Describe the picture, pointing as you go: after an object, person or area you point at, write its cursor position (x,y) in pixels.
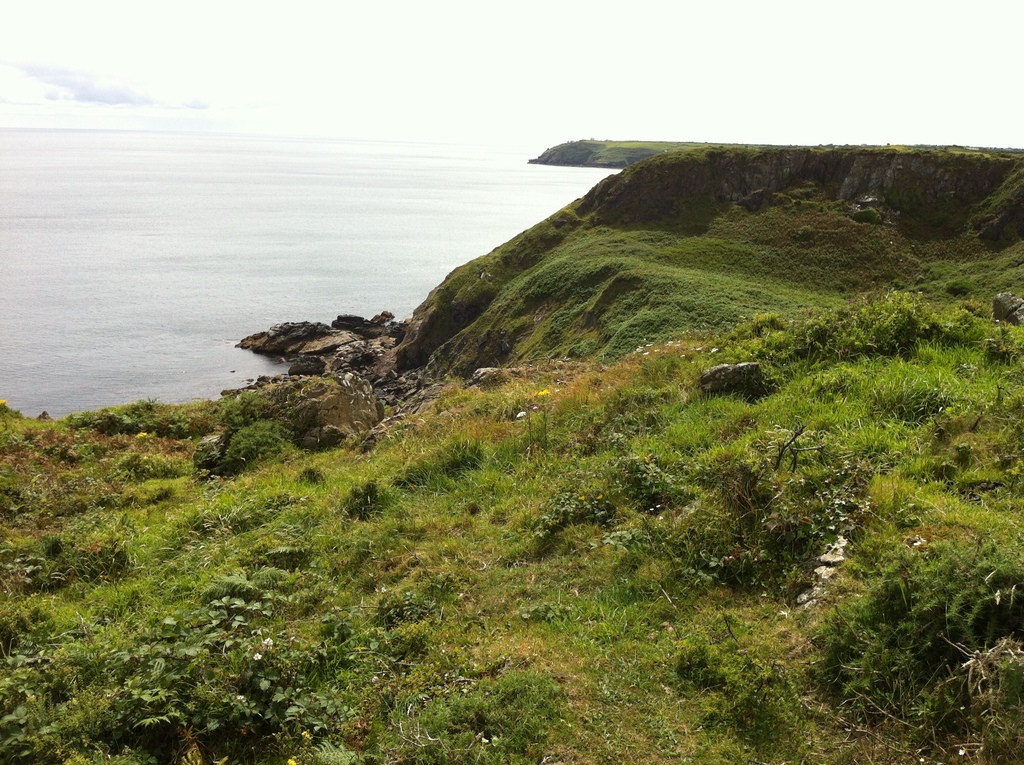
In this image, I can see the hills (675,398) with plants (235,669), grass (501,640) and rocks (730,388). There is water (200,303). In the background (121,94), I can see the sky (289,94).
